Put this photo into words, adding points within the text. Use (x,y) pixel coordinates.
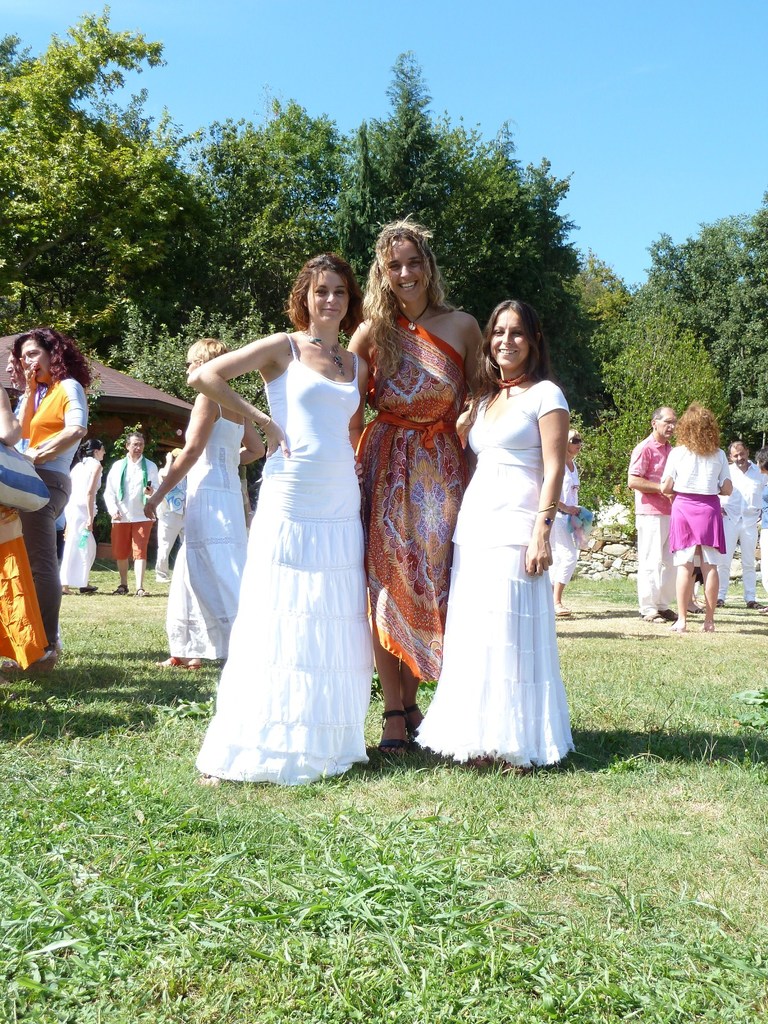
In this picture we can see three women (390,665) standing on the grass (422,687) and smiling. There are a few people (134,557) visible on the right (628,471) and left side of the image (61,505). We can see a shed (134,416) on the left side (113,388). There are a few trees (184,277) visible in the background (329,192). Sky (570,57) is blue in color.
